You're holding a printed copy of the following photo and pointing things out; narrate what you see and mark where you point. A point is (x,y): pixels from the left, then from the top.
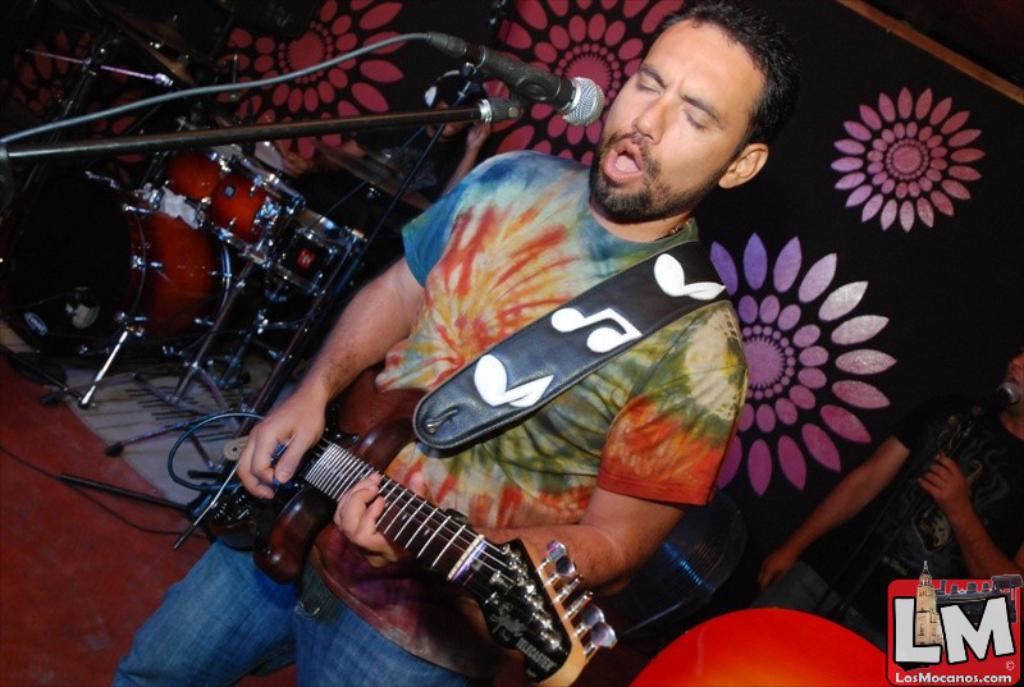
In this image I can see a man (343,327) is standing and holding a guitar (253,495). I can also see he is wearing t-shirt (486,326) and jeans (206,605). Here I can see a mic (552,93) in front of him. In the background (234,324) I can see a drum set (269,300) and one more person (989,487) with mic (994,403) in his hand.
